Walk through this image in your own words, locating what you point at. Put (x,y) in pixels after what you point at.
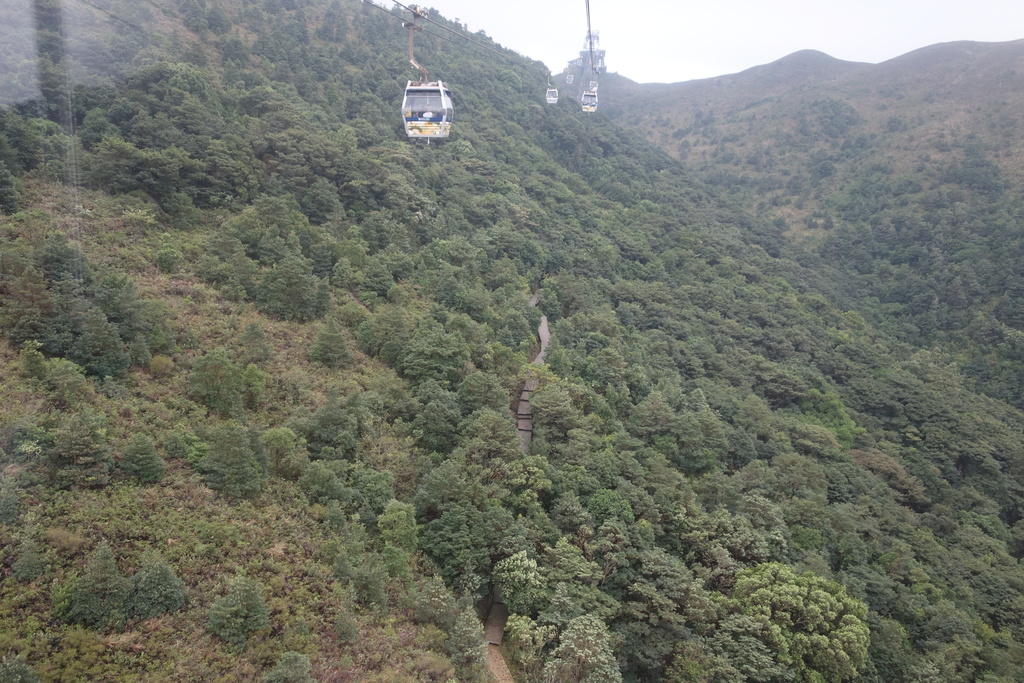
In this image, we can see a ropeway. There are a few trees (516,307) and hills (277,330). We can see the path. We can also see some glass (70,78) with the reflection (122,38) on the left (43,125). We can also see the sky (737,68).
